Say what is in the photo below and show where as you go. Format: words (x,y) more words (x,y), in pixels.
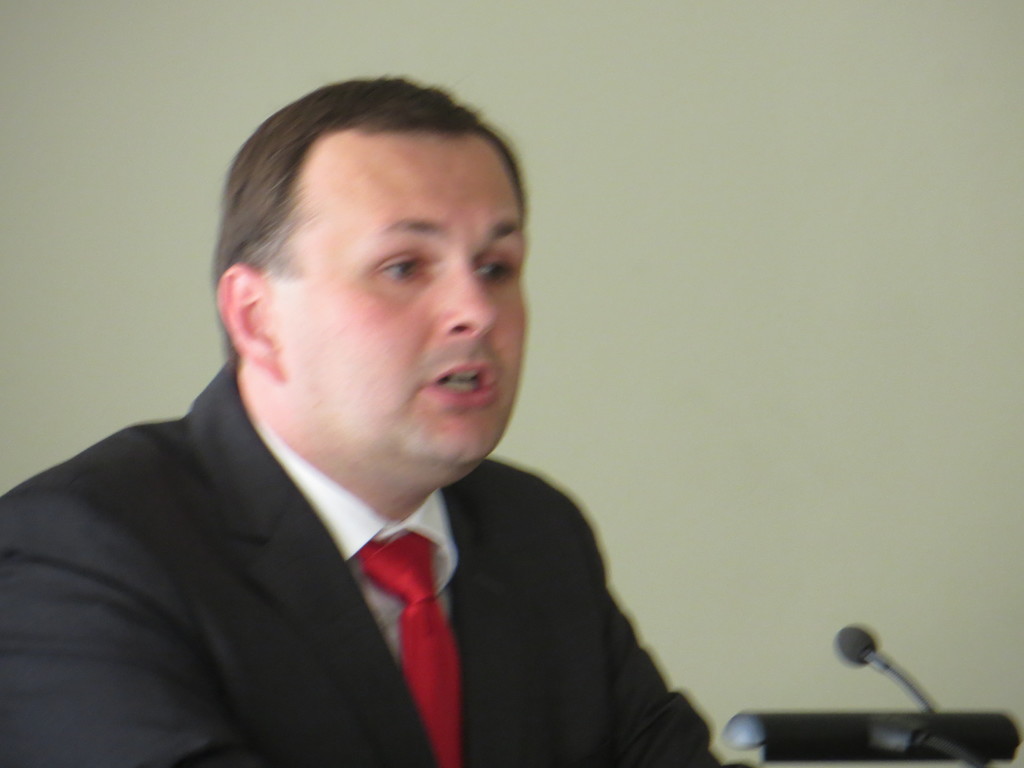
In this image there is a person (535,567). In front of him there is a mike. Behind him there is a wall (784,496).
